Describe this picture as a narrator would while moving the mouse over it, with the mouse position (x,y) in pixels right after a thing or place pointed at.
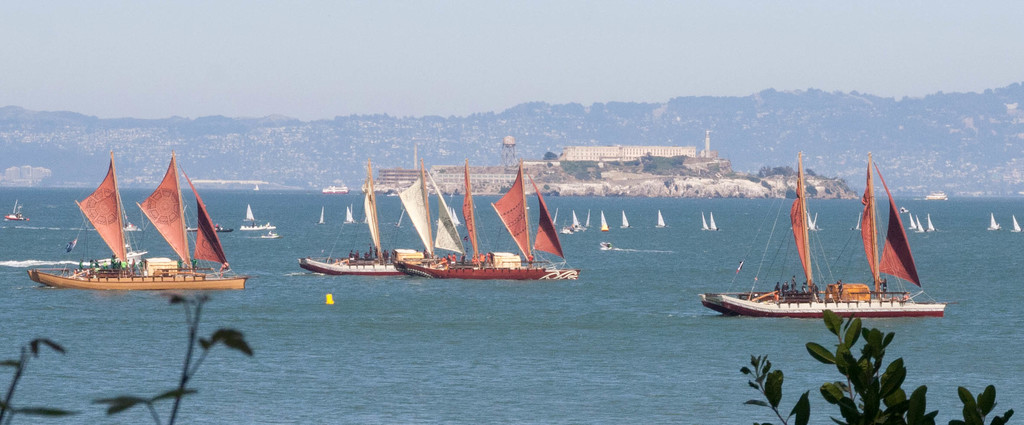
In this picture, on the foreground (213,237) there are ships (181,232) and boats (622,221), in the water (258,250). At the bottom (872,392) there are stems (184,384) of a tree (884,395). In the center of the picture (560,173) there are buildings (619,156) on a hill (559,179). In the background (209,150) there are hills (915,156) covered with trees (847,157). Sky (275,100) is clear.
